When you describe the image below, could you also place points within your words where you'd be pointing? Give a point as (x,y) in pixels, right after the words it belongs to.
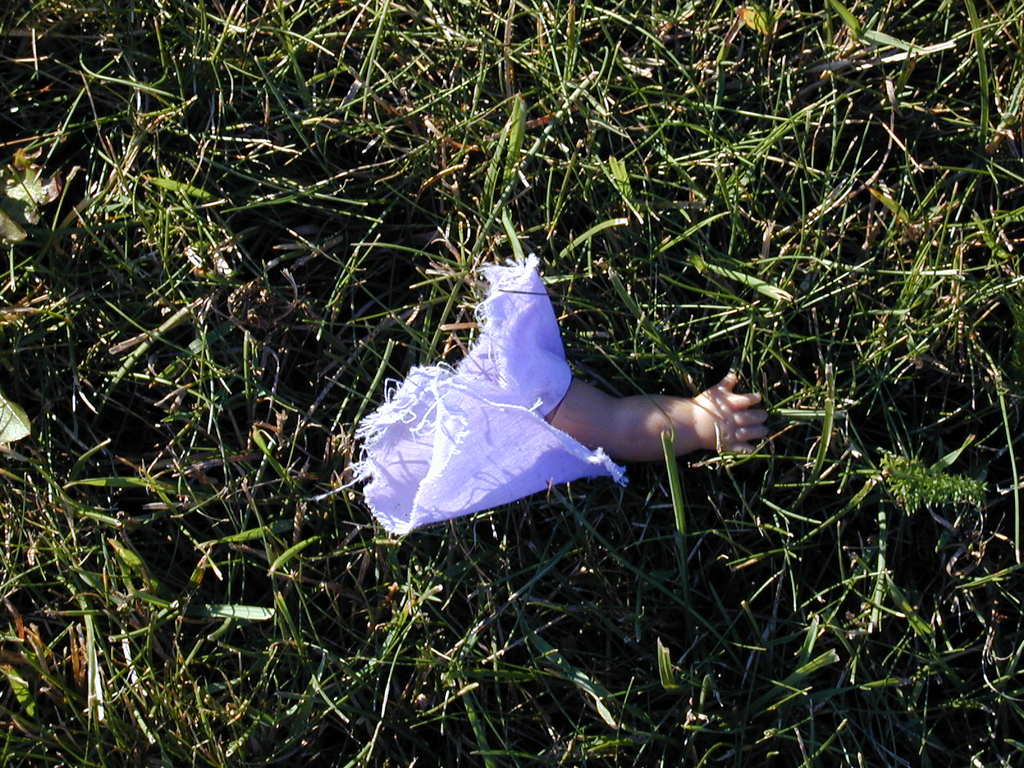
In this image I can see a toy hand (699,398) and cloth (514,387) in the middle of the grass (696,644).
